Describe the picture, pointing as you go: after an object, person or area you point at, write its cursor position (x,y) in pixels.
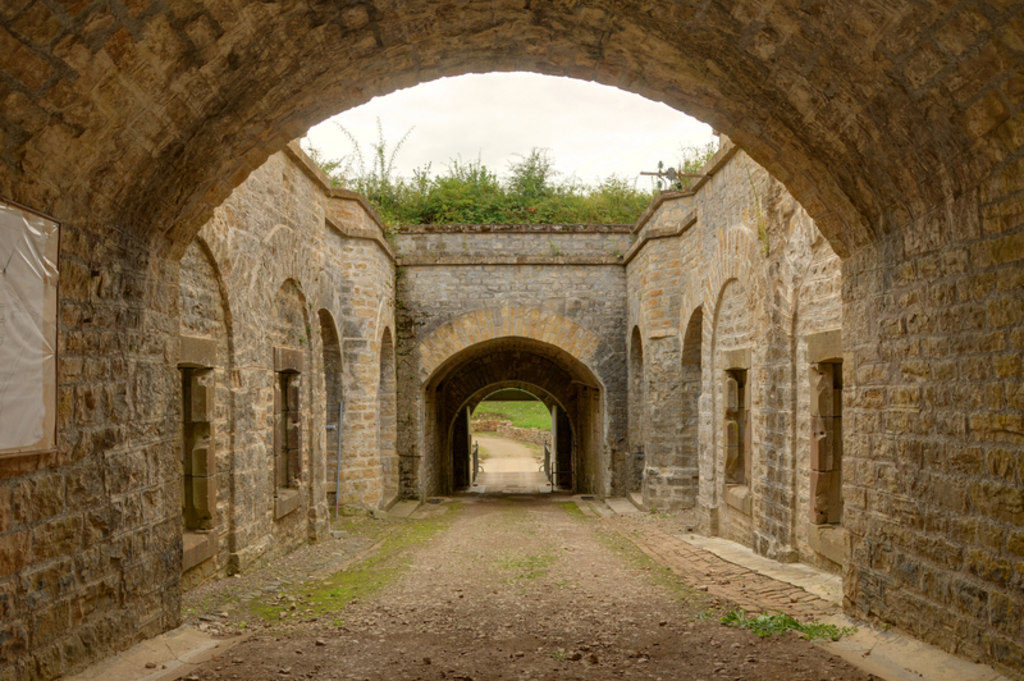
In this picture we can see arches (200,190) and walls (388,315), in the background (475,190) we can find few plants (485,213), on the left side of the image (42,276) we can see a poster (18,253) on the wall (118,416).
